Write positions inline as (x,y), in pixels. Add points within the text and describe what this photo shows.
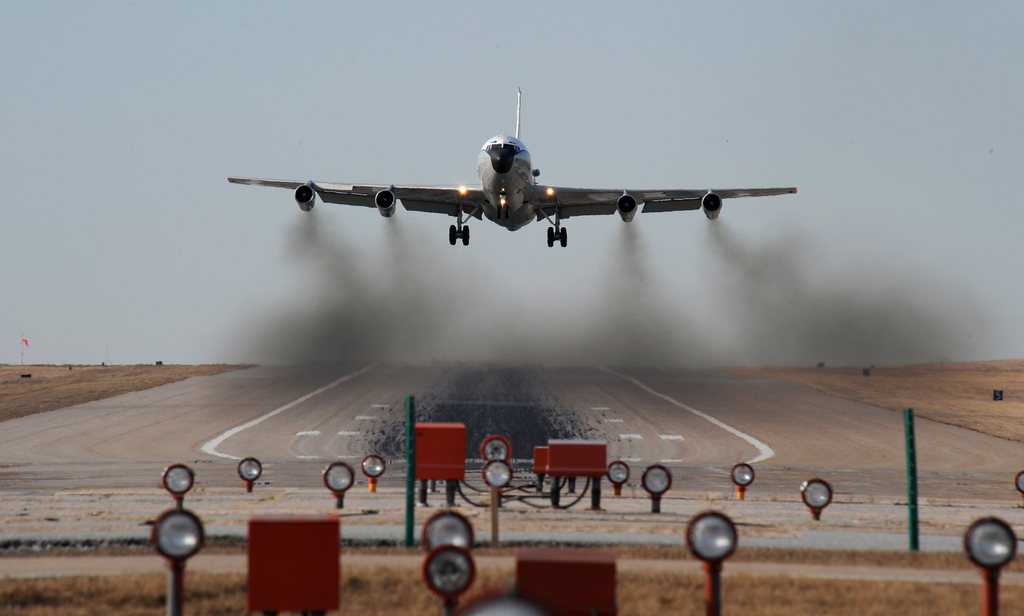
In this image there is a runway (486,396) in the middle (578,389). At the top (496,169) there is an airplane (499,186). At the bottom (454,539) there are lights (443,536) and boxes (331,528) beside the runway (746,447). There is ground (111,395) on either side of the runway (671,423).
